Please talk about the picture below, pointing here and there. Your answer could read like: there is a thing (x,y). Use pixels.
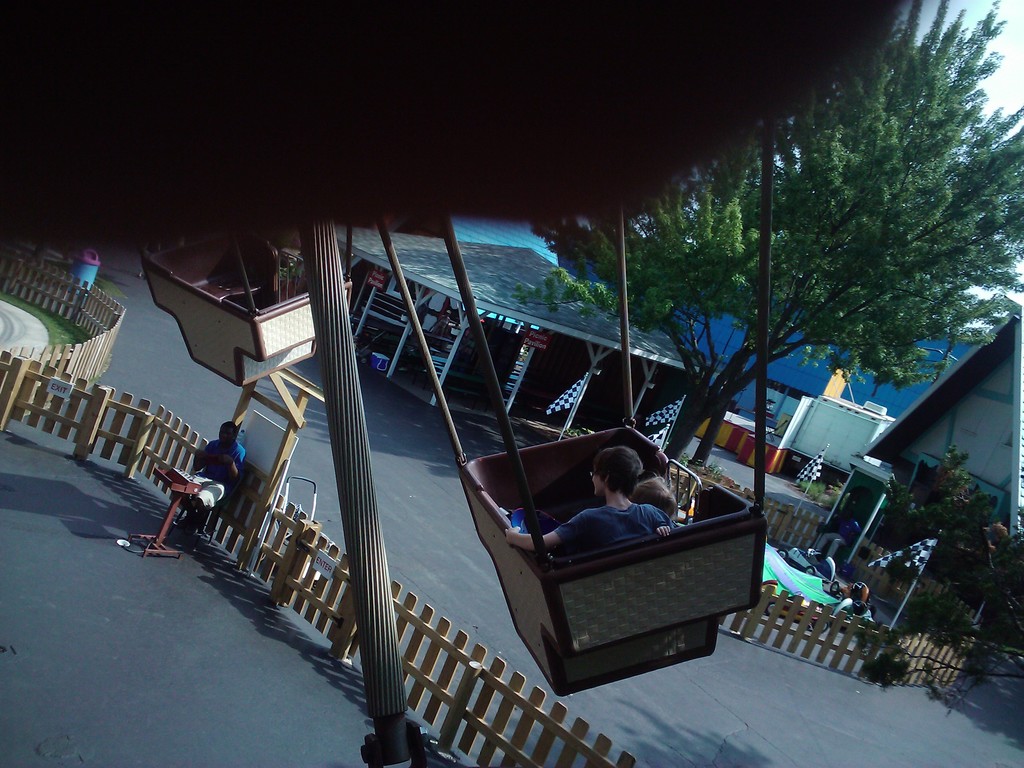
We can able to see a swings (254,303), inside this swings (566,459) a persons (606,541) are sitting. This is fence (157,419). These are tents (464,329). This is a tree (759,236) in green color. Far there are flags (571,400). This person (237,474) is sitting on a chair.
